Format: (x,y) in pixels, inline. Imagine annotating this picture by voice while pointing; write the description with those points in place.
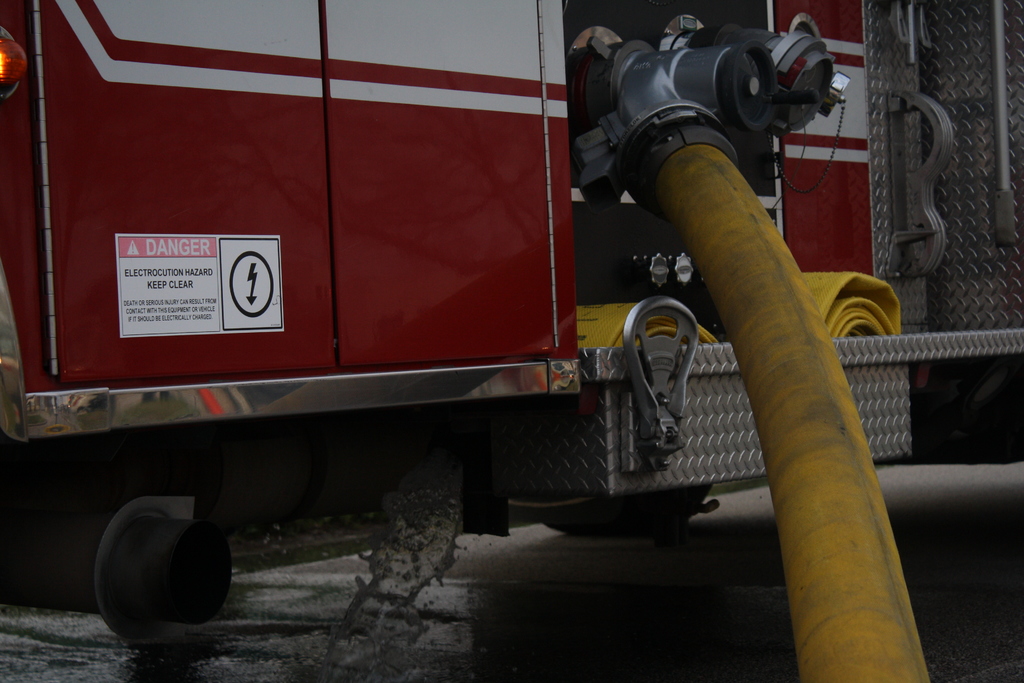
This is a part of a vehicle (457,334). On the right side (784,332) there is a pipe (758,386) attached to a metal object (673,75). At the bottom (599,600), I can see the ground (626,596). on the left side (147,309) there is a poster (191,262) attached to the vehicle (336,171).
